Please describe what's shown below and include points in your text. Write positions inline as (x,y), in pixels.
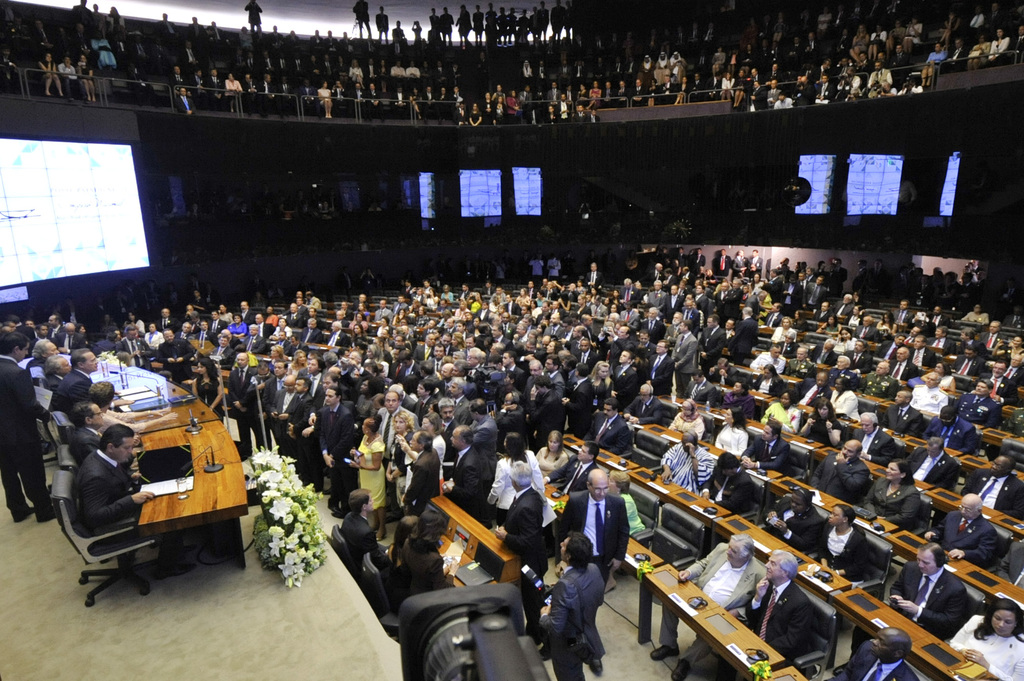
In this image we can see a conference hall (522,397) where so many people (226,94) are sitting and standing. We can see one table (184,436) and screen (18,227) on the left side of the image (14,210). There is a camera (444,622) at the bottom of the image (453,662). We can see flowers (281,526) on the stage (249,592).
